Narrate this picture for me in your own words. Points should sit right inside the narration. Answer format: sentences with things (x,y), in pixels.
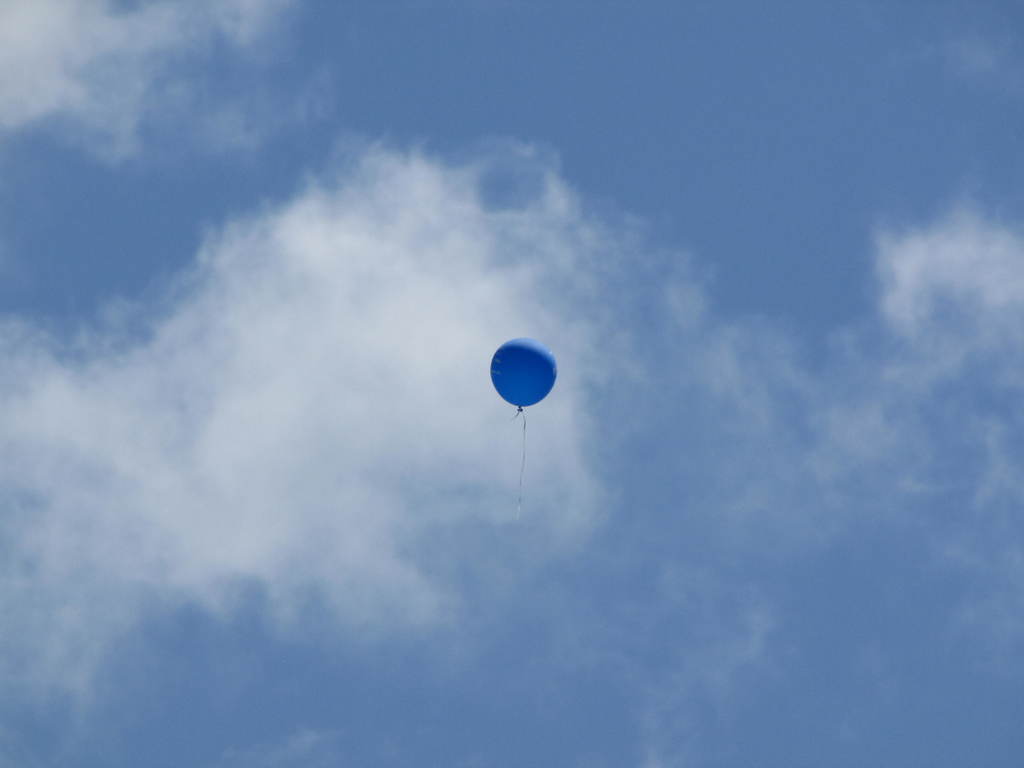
In this image I can see a blue colour balloon (528,405) in air (474,456). I can also see clouds (458,266) and the sky (765,1).
